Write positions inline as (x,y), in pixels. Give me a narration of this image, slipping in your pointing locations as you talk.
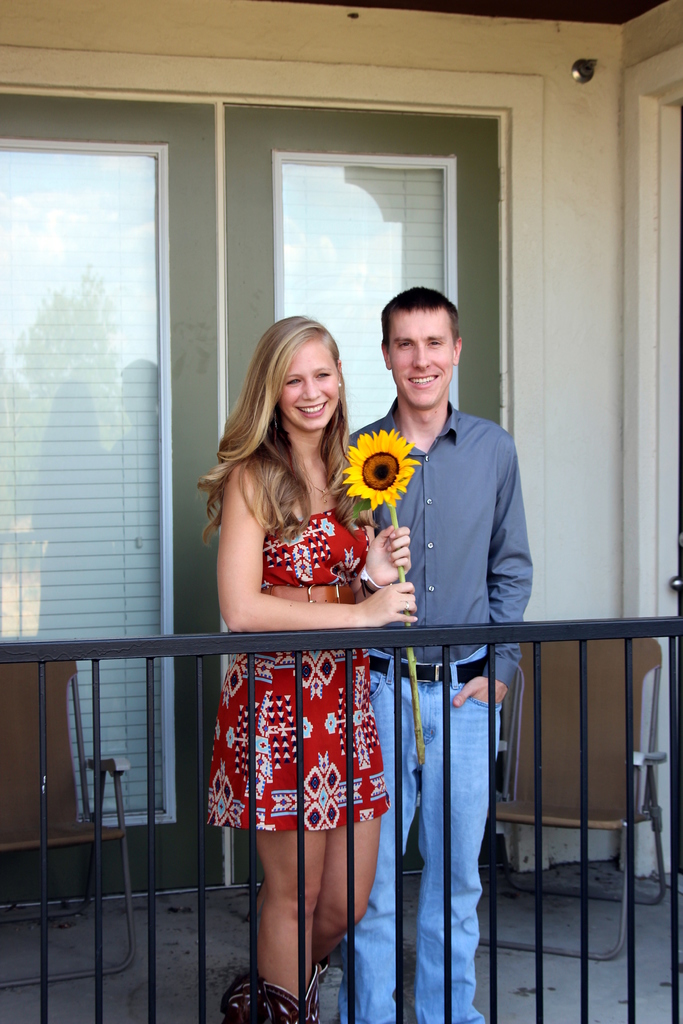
In this image we can see a man (426,608) and a woman (357,662) standing on the floor (327,1023) and smiling. In addition to this we can see the woman (344,531) is holding a sun flower (410,652) in her hands (365,612), chair (128,858) on the floor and windows (162,187).
